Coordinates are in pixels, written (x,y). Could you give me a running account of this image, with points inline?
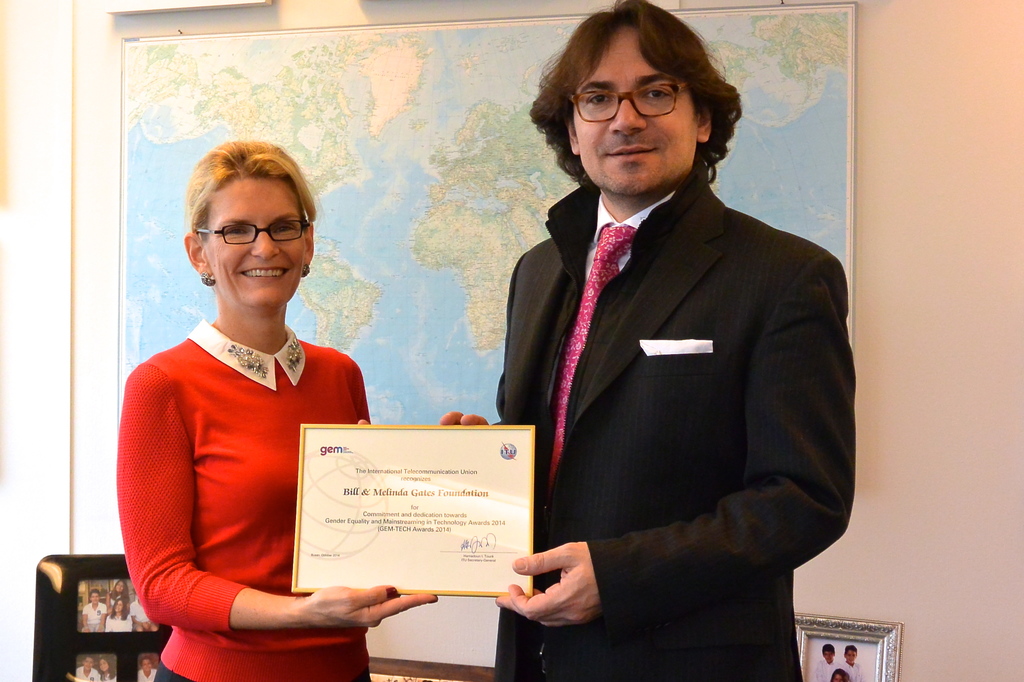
In this image there are two persons (235,271) standing and smiling by holding a certificate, and in the background (709,18) there is a map (128,101) attached to the wall (14,355), photo frames (881,649).
